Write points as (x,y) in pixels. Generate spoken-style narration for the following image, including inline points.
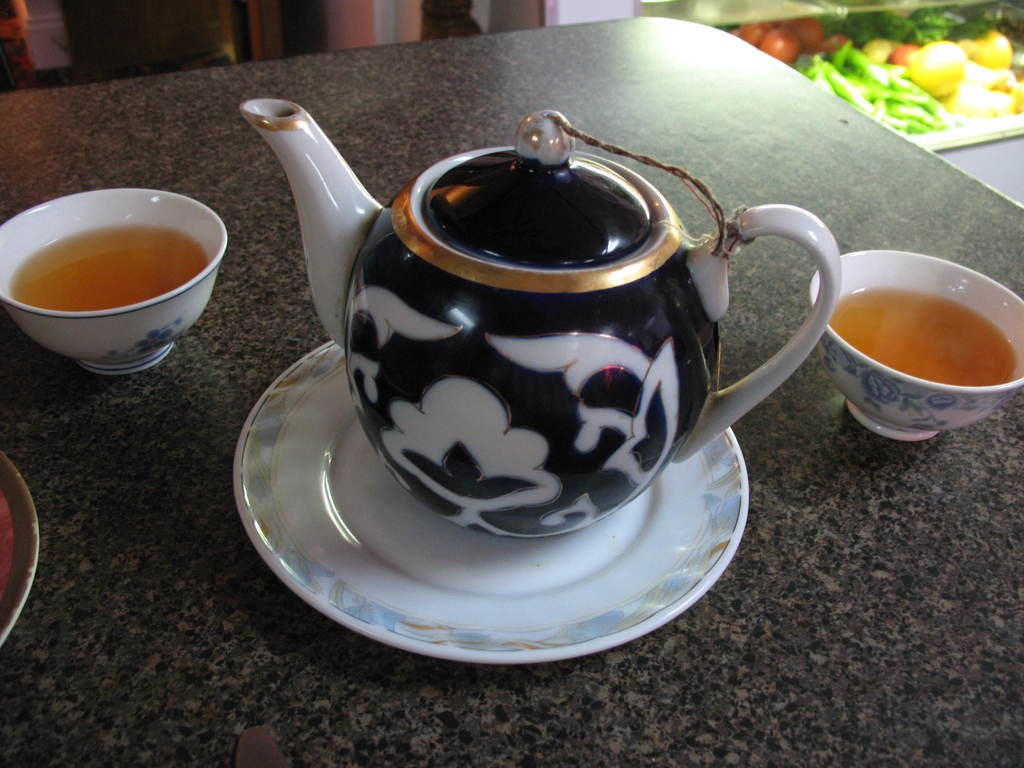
In this picture we can see a teapot (705,316), plates (450,526), cups (1008,324) on a table (274,72) and in the background (958,44) we can see vegetables (869,44).
